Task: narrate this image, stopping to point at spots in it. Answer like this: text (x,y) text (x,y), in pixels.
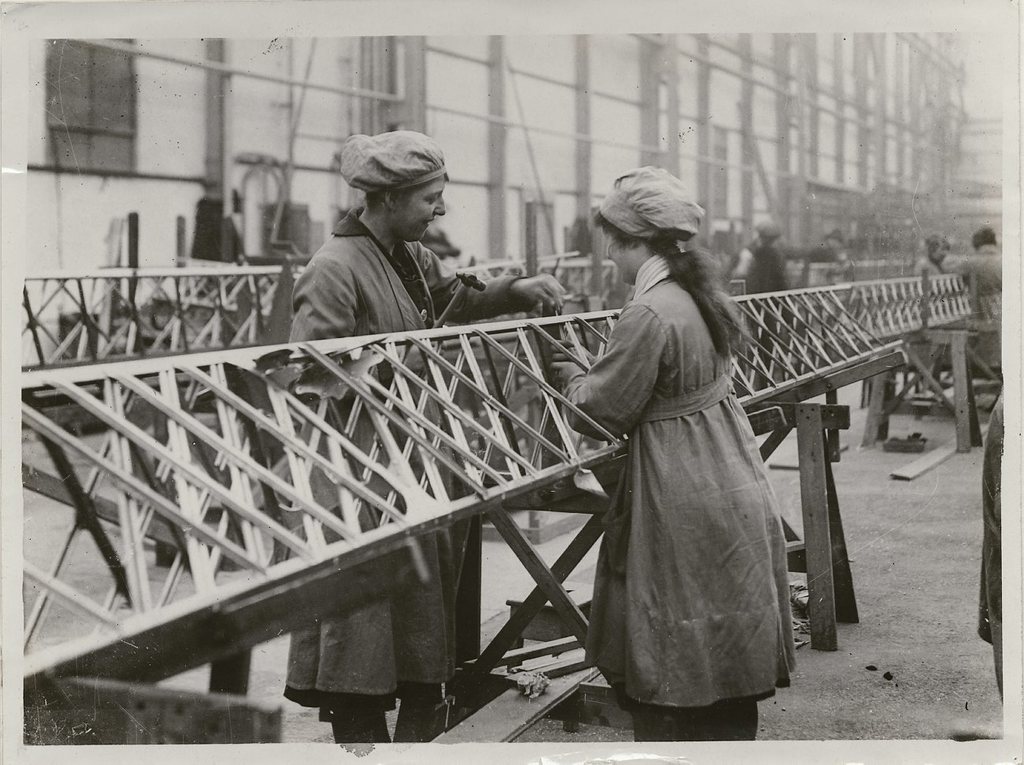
In this picture I can see few people (835,251) standing near to the rods (359,393). In the background (536,139) I can see a building (536,84) and I can also see that, this is a black and white picture.
